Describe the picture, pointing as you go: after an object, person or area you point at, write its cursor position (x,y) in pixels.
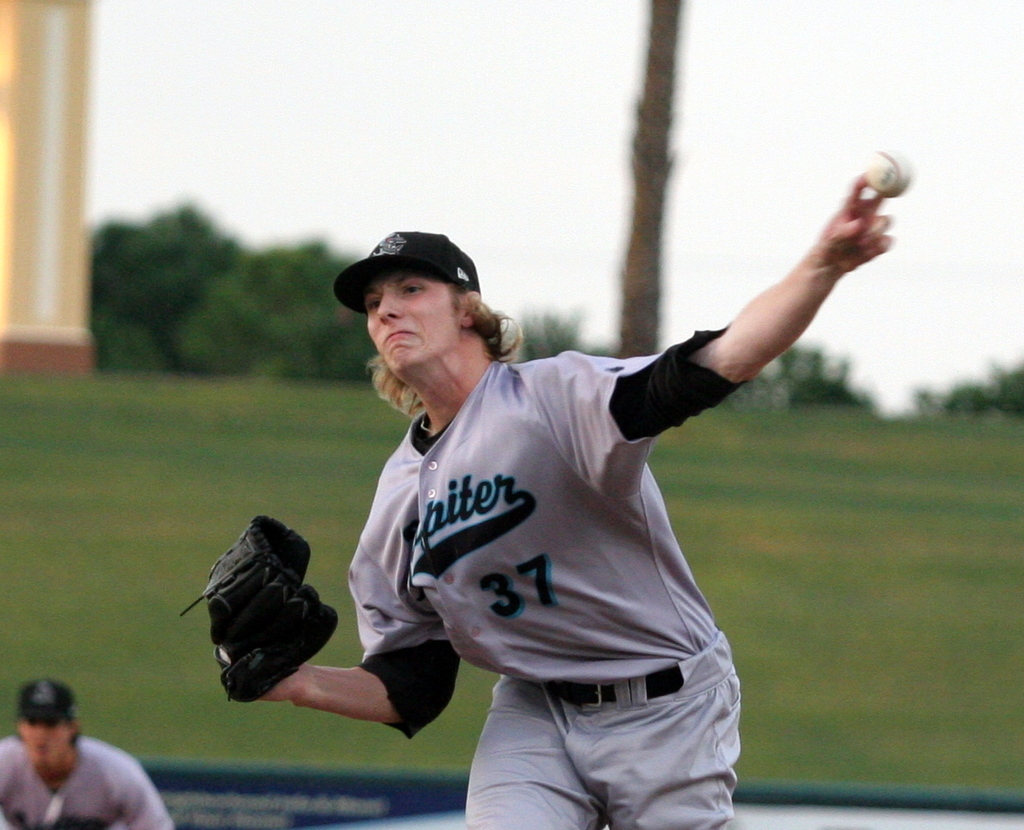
In this image a person (558,573) wearing a sports dress (609,553). He is having gloves (263,589) in one hand (321,634) and throwing a ball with other hand (839,238). He is wearing a cap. Left bottom there is a person (60,809) wearing a cap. Behind him there is a fence (237,814). In background (3,570) there are few trees (644,287) and poles (673,153) on the grass land (112,503). Top of image (341,126) there is sky (823,223).
